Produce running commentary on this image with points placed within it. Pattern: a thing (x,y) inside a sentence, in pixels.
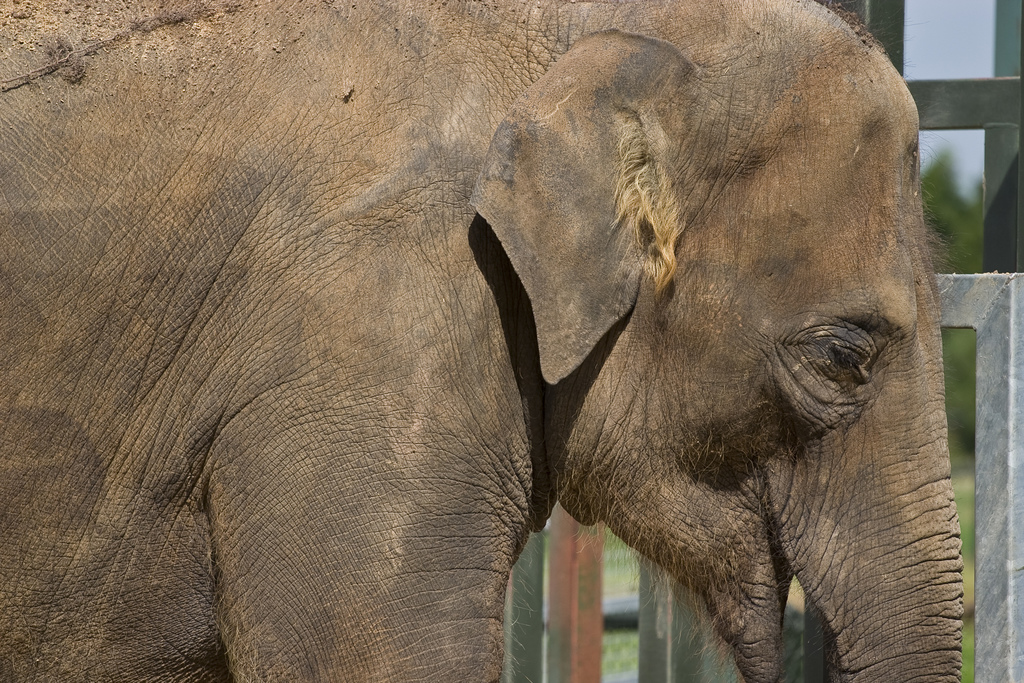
In this picture there is an elephant (609,381). Behind that I can see the metal fencing (967,318). In the background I can see the trees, plants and grass (959,465). In the top right corner (933,64) I can see the sky (950,53).
